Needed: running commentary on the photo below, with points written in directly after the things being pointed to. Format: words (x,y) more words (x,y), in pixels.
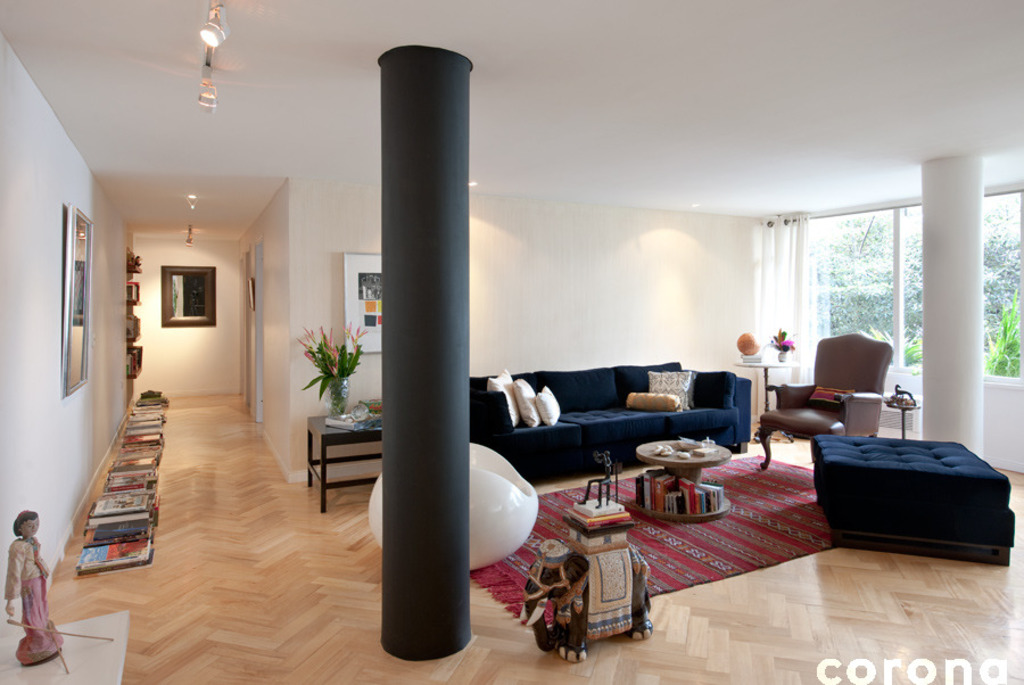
This picture describe about the inner view of the living room (378,420) in which in the center (400,392) black pillar (419,326) and in the right side (699,423) we have blue couch (548,431) with pillows (545,406) on it, Behind we have white wall (721,300), and glass window (896,333) from which we can see trees (876,274). And in the center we have center table (709,516) with books (675,499) and a elephant statue (554,598), in the left corner (48,656) we have a woman statue (37,606) and on spot light (215,95) on the top ceiling (226,66).
